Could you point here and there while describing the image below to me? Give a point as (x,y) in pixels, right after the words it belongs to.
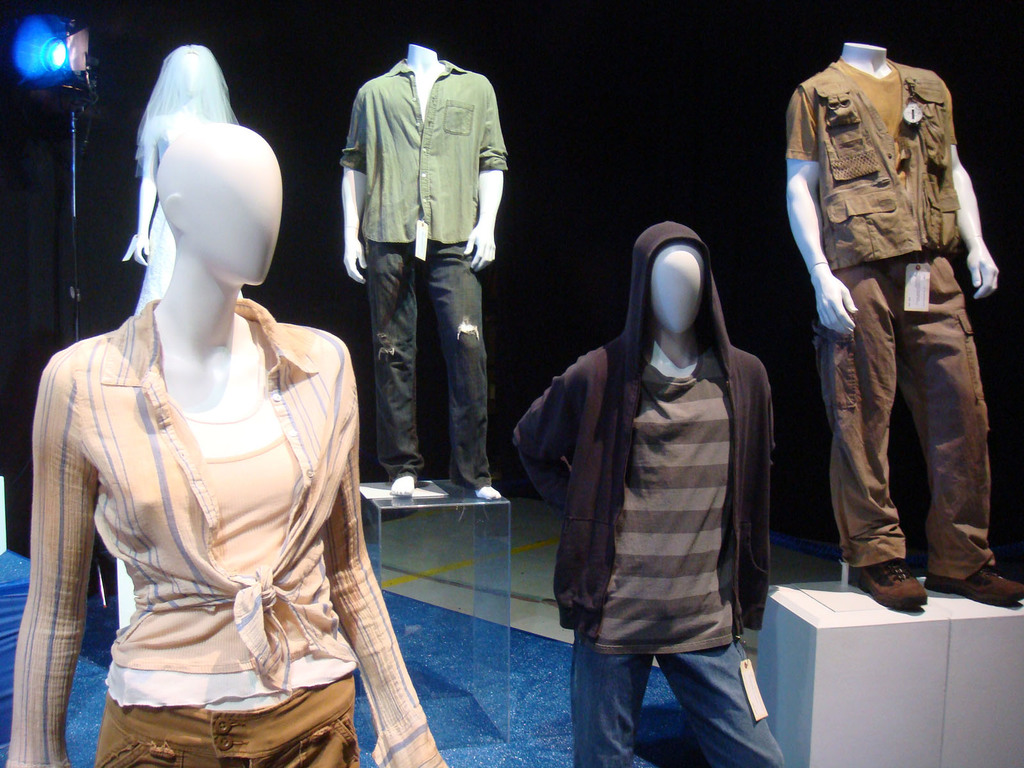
In this image we can see mannequins (157,282) with clothes (635,351). Few mannequins (489,245) are on stands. There are rate tags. In the background (608,100) it is dark. There is a light (45,77) with stand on the left side (52,62).
